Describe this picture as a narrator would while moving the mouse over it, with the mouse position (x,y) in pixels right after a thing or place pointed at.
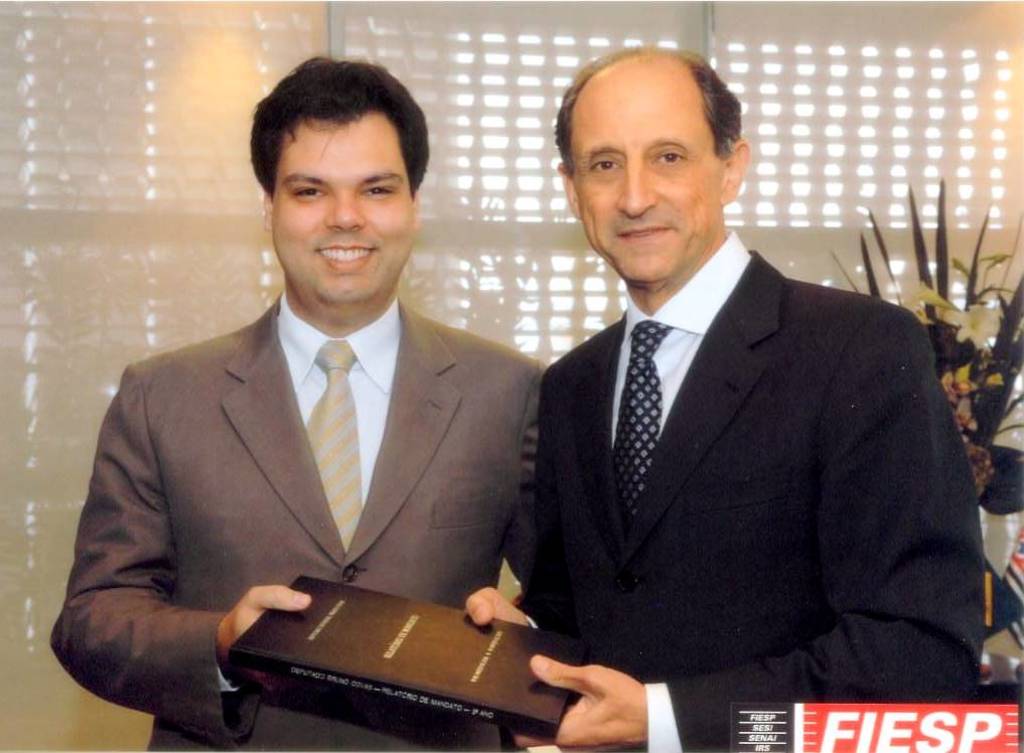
In front of the image there are two persons (379,455) holding the book (428,602). In front of them there is a board (829,739) with some text (872,739) on it. Behind them there is a bouquet (973,260). In the background of the image (87,275) there is a wall (917,47).
